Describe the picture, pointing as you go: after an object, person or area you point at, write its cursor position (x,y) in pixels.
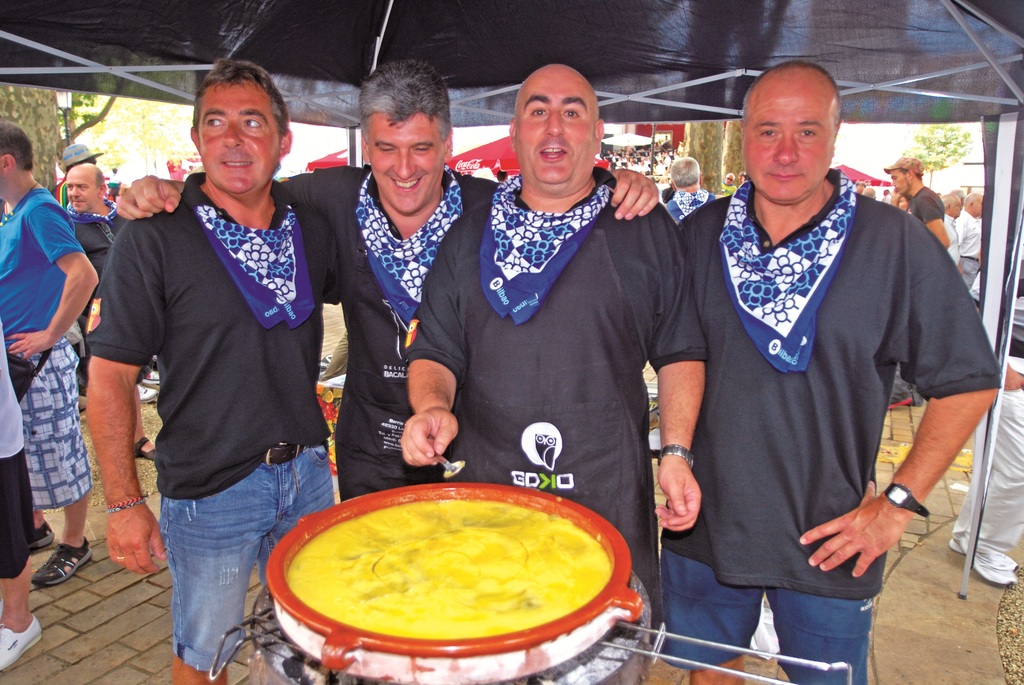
In this image, we can see a vessel (336,512) containing food (403,569) and there is a charcoal grill (268,648). In the background (115,226), there are people (115,226) and some of them are wearing scarves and one of them is holding a spoon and we can see tents (649,91), trees (958,129) and lights (66,91) and at the bottom (922,646), there is a road (915,622).
